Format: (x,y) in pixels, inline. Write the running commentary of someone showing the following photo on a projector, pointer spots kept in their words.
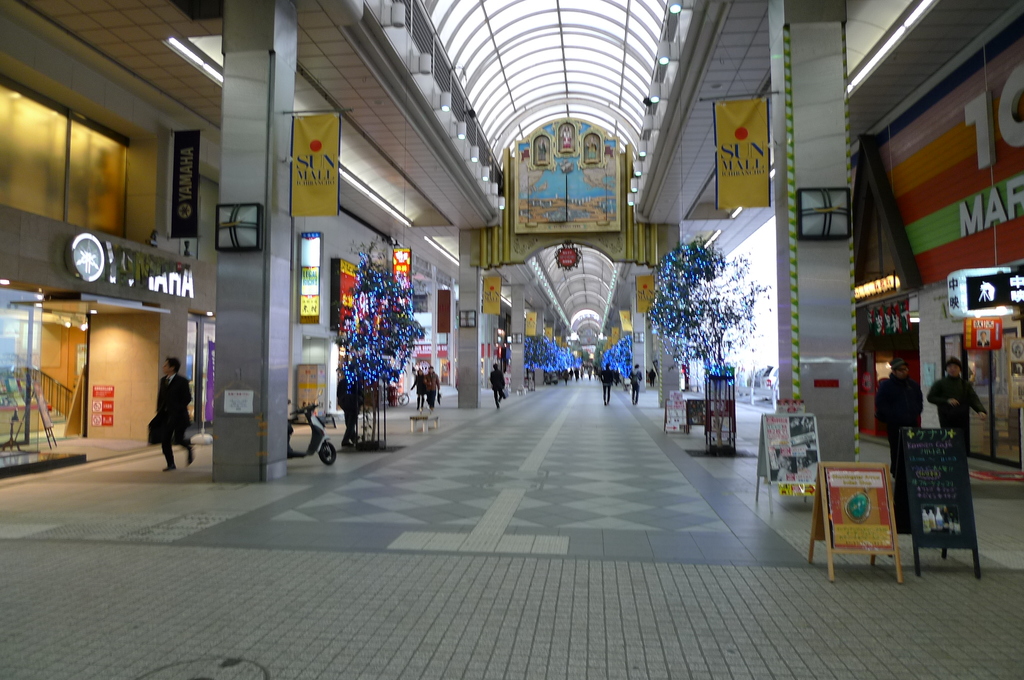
This picture might be taken inside the room (633,376). In this image, on the right side (926,503), we can see a pillar (781,331), hoardings (884,495) and a person (983,414) walking on the floor (1017,485), we can also see a glass door (1006,381). On the left side (327,458), we can also see a motor bike (300,445), plant (412,341) and group of people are walking on the floor (211,474) and a glass door (76,334), hoardings (199,136). In the background (497,379), we can see some pillars (460,365) and group of people (633,400) are walking on the floor (636,432), plants (632,370). On the top (535,38), we can see a roof (550,51).
